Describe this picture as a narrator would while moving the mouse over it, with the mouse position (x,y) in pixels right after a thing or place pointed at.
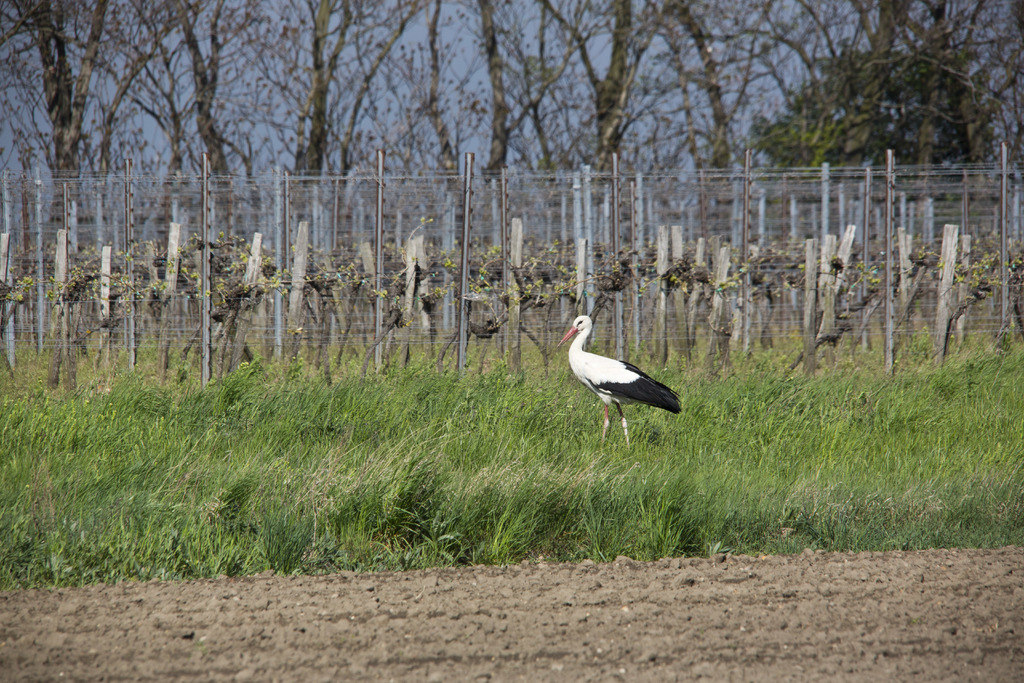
This picture is clicked outside. In the center (599,387) we can see a bird (599,383) standing on the ground (676,498) and we can see the green grass (585,471). In the background (472,129) we can see the sky (459,63), trees (543,143), metal rods (886,328) and some other objects (334,275).
